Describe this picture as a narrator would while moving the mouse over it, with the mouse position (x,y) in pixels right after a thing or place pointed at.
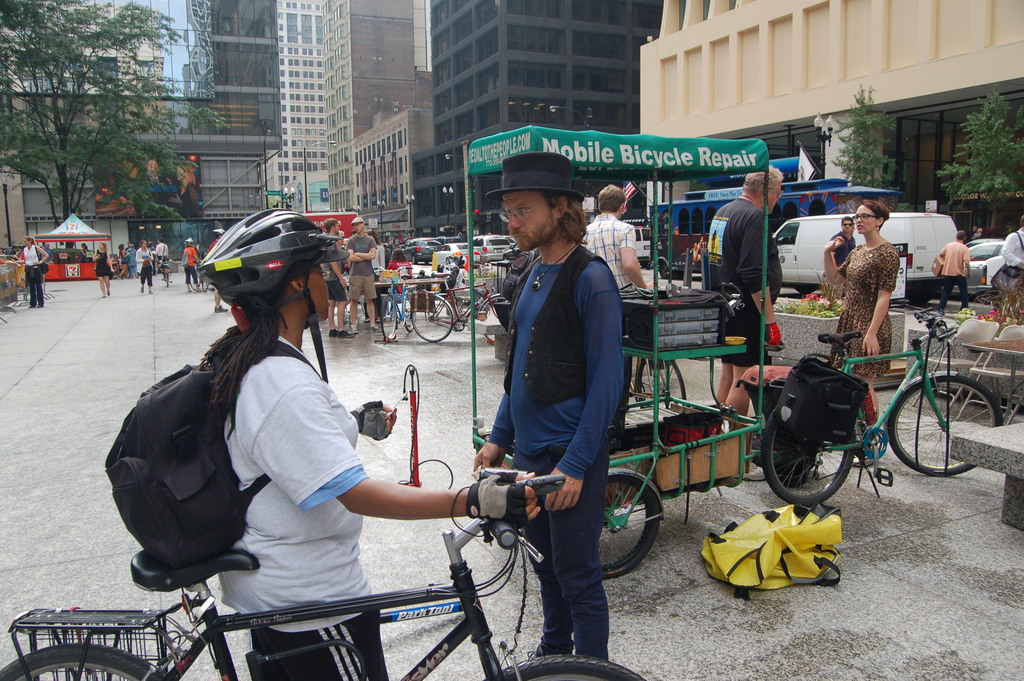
On the left side of the image (134,147) we can see a tree (108,83) and some persons (123,265) are walking on the road (55,306). In the middle of the image (609,390) we can see a lady (350,534) is holding a bicycle (474,614) and talking to a person (533,415). On the right side of the image (708,34) we can see a building (949,57), a lady (878,300) is talking to a person (735,401) and some cars (883,232) are there.
